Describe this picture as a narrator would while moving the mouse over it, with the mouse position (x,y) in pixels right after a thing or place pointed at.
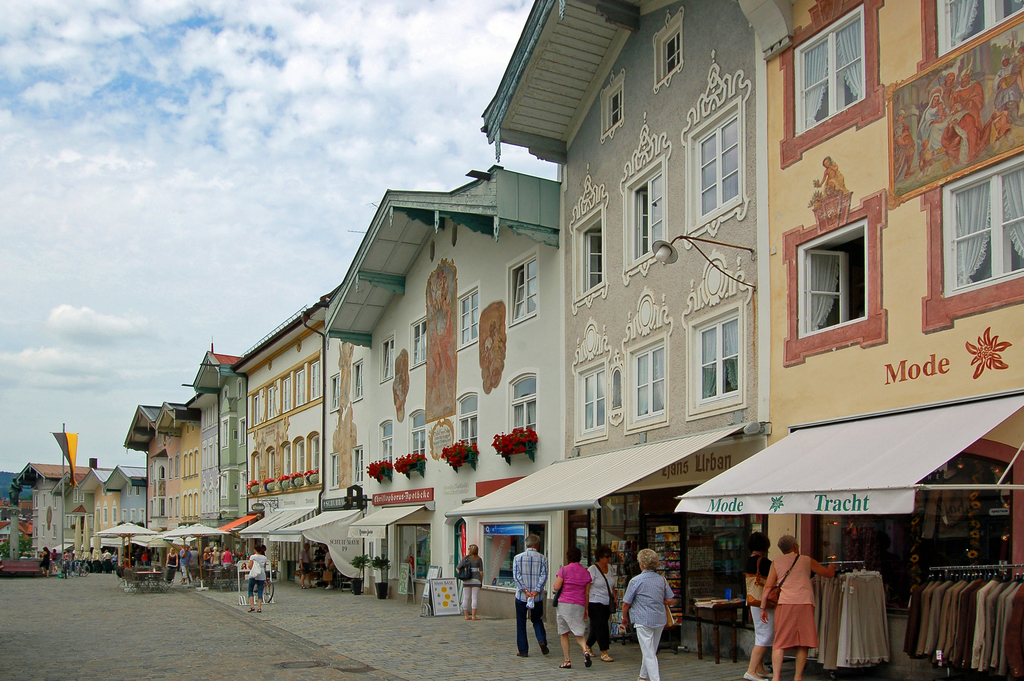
In this image I can see group of people (802,657) walking and I can also see few stalls (974,592), buildings (348,454), windows (601,438) and the sky (231,173) is in blue and white color.
